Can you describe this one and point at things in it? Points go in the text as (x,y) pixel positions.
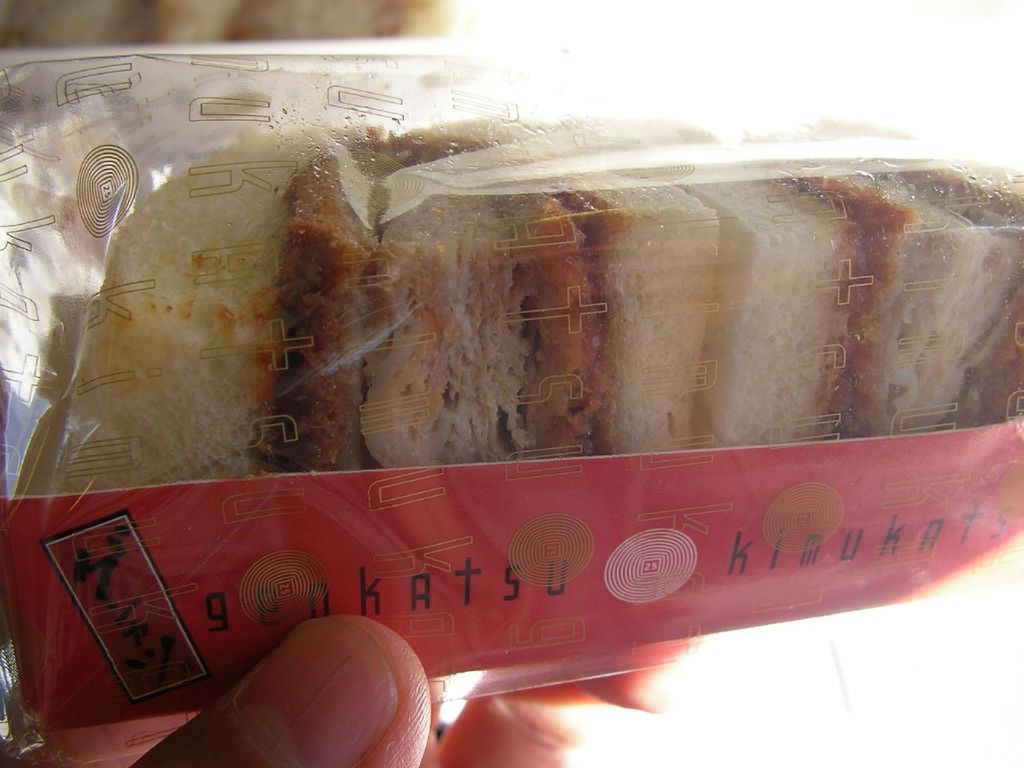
In the center of the image (526,396) we can see fingers (375,722) of a person (360,718) holding a plastic packet (369,404). In the packet (513,423), we can see some food items (655,411) and one small card (502,543) with some text (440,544). And we can see some text (410,396) on the plastic packet (88,92). In the background (558,18), we can see it is blurred.
